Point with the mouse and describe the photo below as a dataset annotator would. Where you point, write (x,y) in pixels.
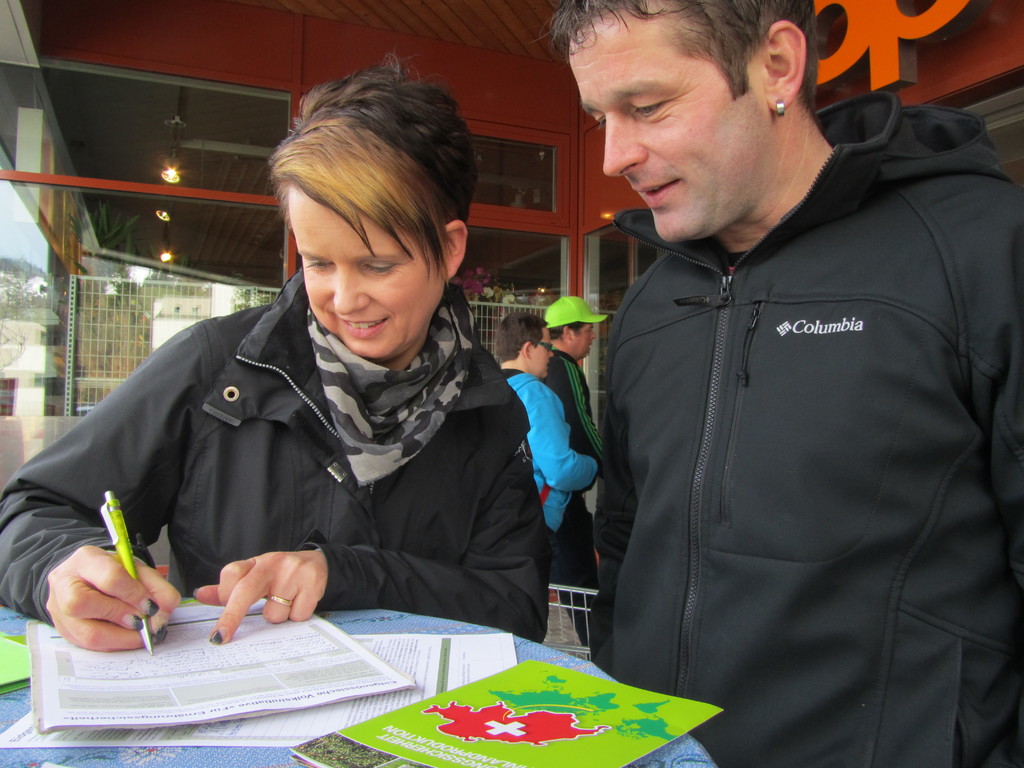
As we can see in the image there is a wall (199,73), lights (157,213), fence (202,294), few people (361,296) here and there and a table (191,761). On table (232,691) there are papers (228,707) and books (540,712).
